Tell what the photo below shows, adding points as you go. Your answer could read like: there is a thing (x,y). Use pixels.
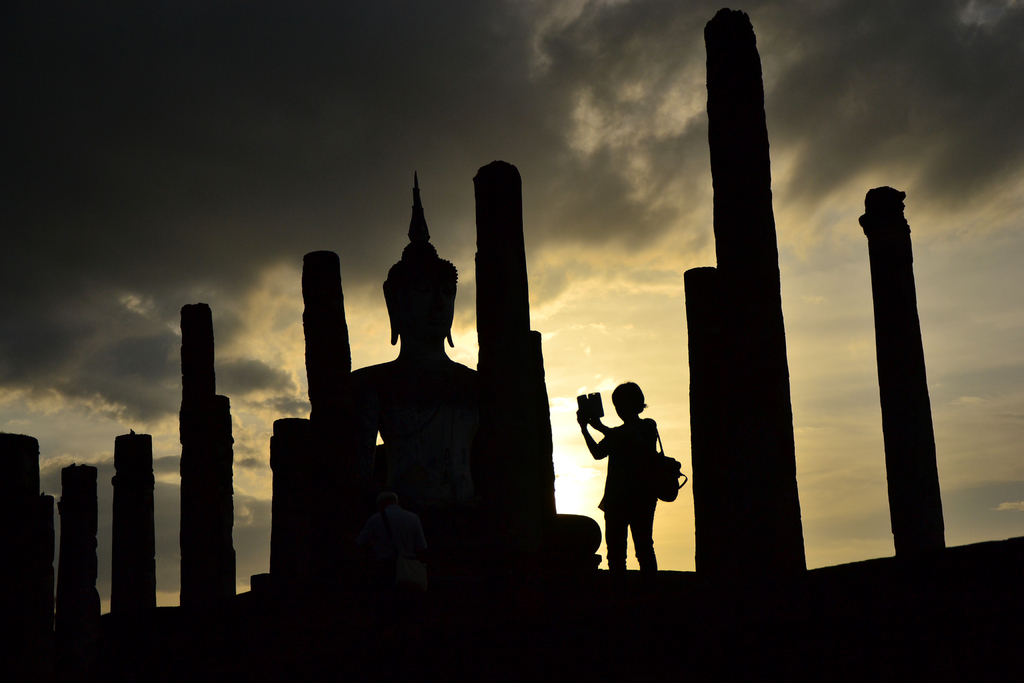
In this image we can see some pillars (755,349), there is a sculpture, and a person (636,432) wearing a backpack (669,465), and holding a cell phone (598,414), also we can see the sun (594,462), clouds (639,296), and the sky (569,465).
